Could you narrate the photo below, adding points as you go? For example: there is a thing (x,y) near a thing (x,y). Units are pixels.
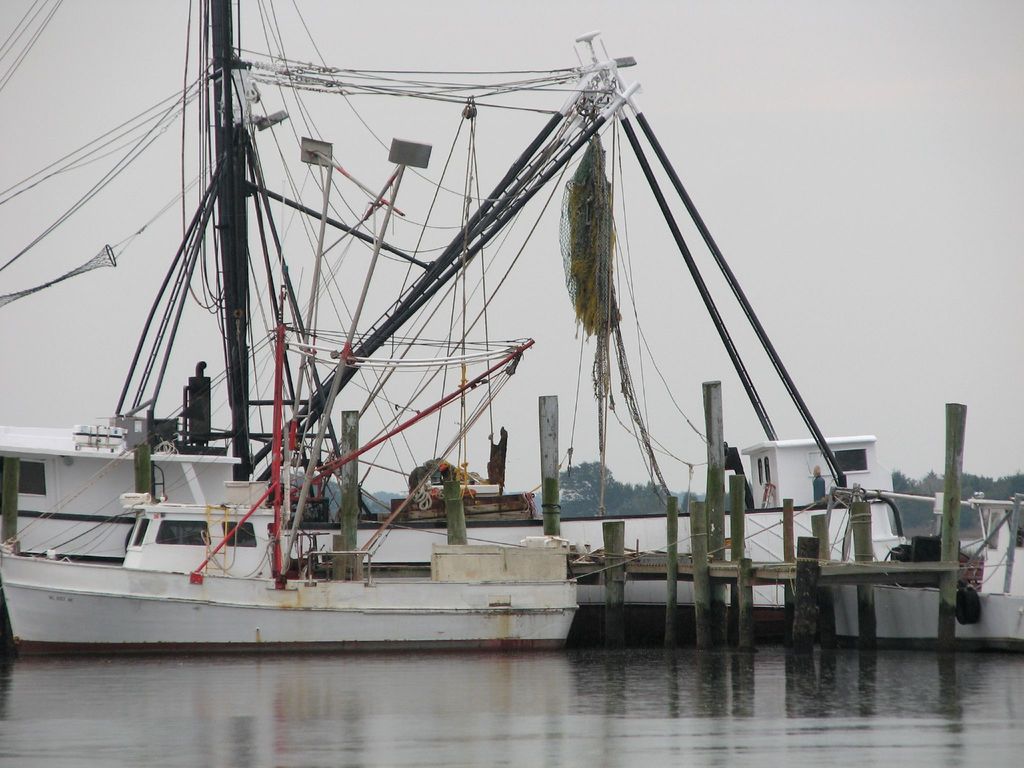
In this picture I can observe boats (243,518) floating on the water (573,675). In the bottom of the picture (438,671) I can observe water (687,678). In the background (478,465) there are trees (570,508) and sky (832,139).
